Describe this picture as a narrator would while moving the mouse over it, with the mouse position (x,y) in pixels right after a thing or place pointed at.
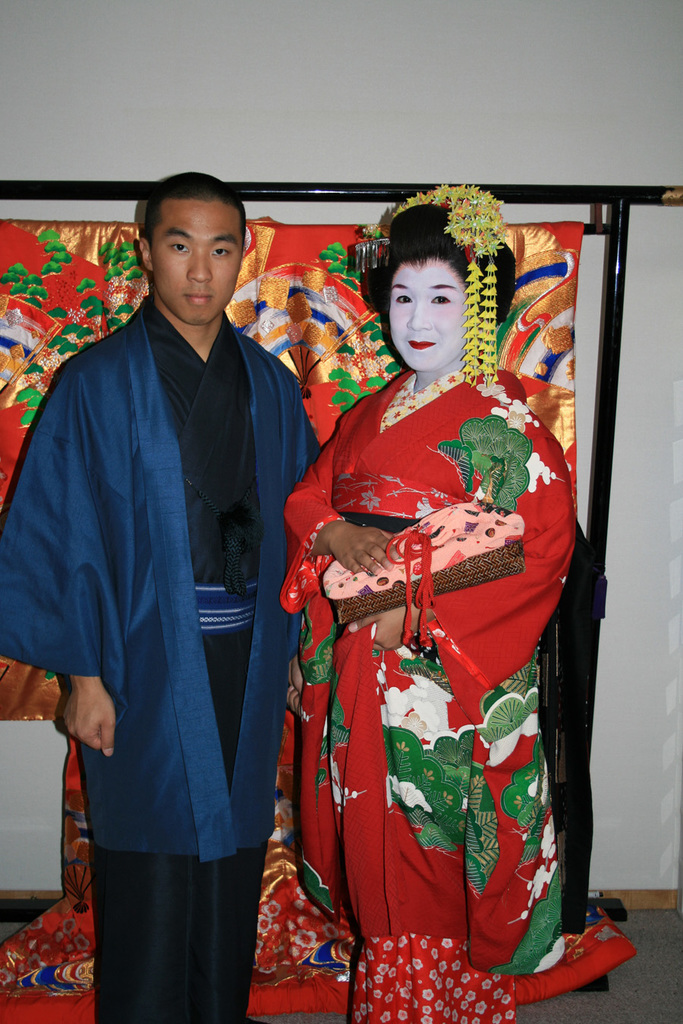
There are two people (302,690) standing. They wore the Japanese traditional dresses (242,641). In the background (325,313), I think this is a cloth (306,306) with a design (274,305), which is hanging on a hanger (447,183). I can see the wall (531,208).
